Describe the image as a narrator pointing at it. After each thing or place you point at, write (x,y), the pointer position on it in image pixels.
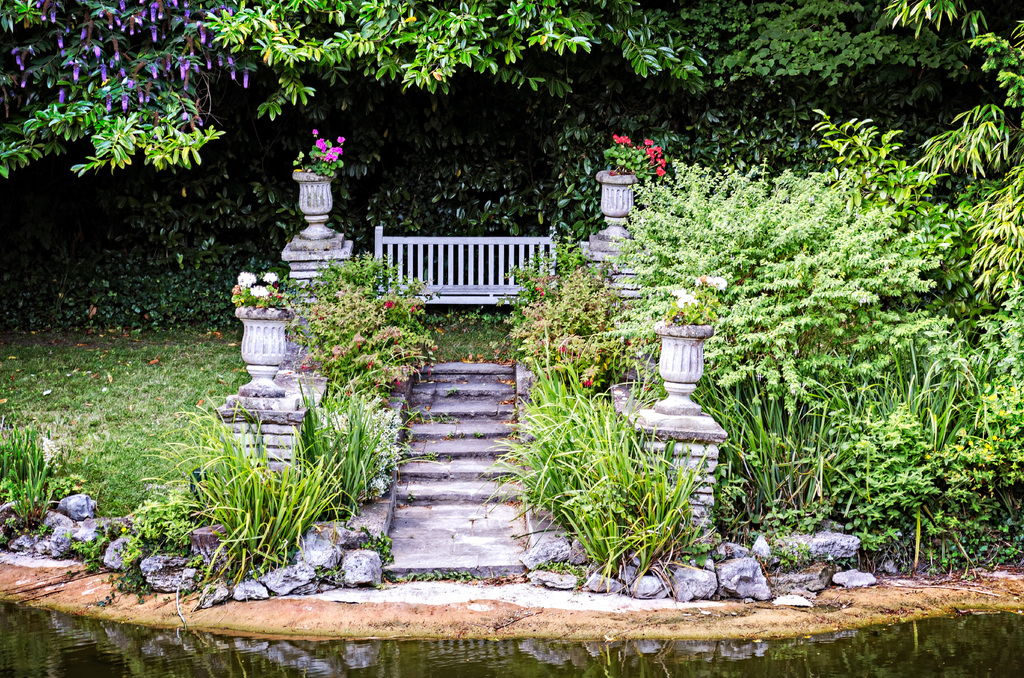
In this image we can see stairs (480,444), bench (463,263), grassy land (168,400), plants (152,500) and trees (414,93). Bottom of the image (218,631) water (260,677) is present.
